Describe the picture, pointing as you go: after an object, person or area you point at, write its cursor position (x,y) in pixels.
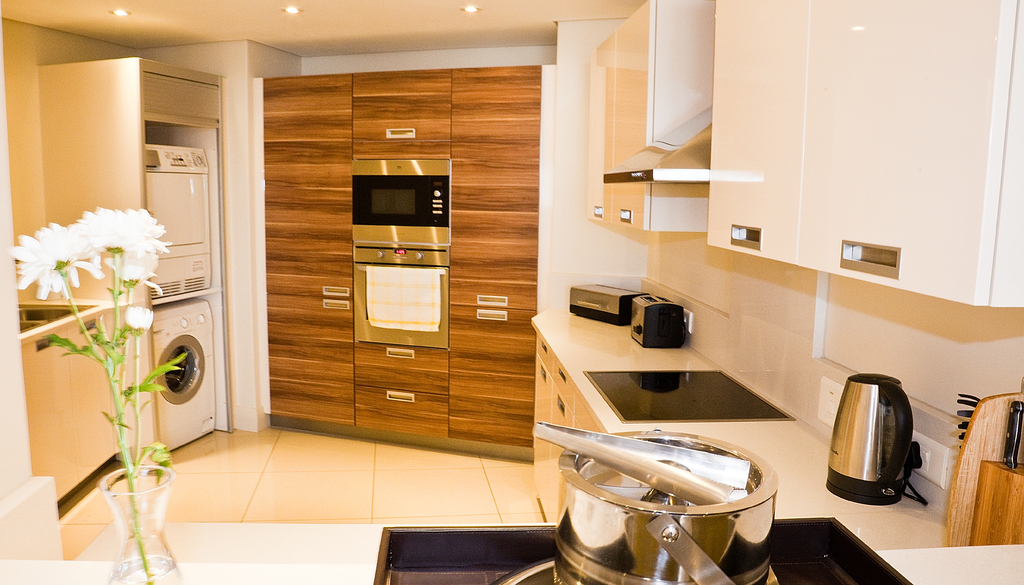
This is an inside view of a kitchen (632,396). At the bottom of the image (710,524) there is a table (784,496) on which bowls (619,530) and a flower vase (147,487) are placed. On the top of it I can see the cupboards (719,144). In the background (136,136), I can see a rack (339,303) and some machines (175,262) are arranged in it. On the top of the image (297,11) I can see the lights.
